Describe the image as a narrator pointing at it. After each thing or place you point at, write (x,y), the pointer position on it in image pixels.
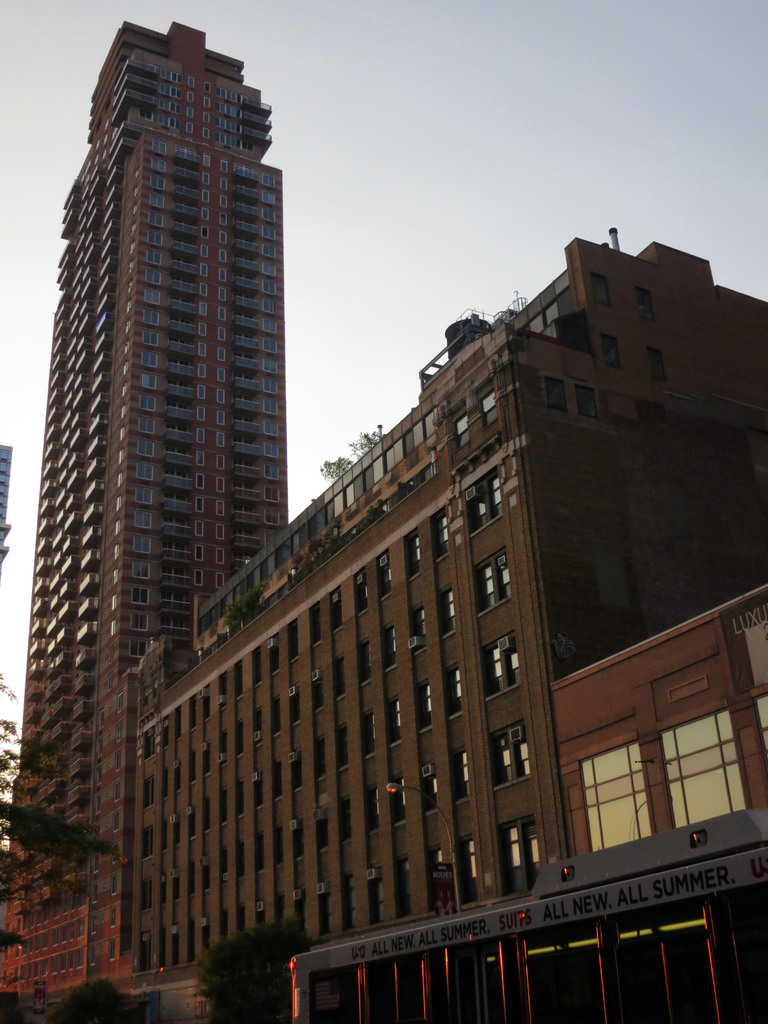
In this picture there are few buildings (406,714) in the right corner (517,461) and there are few trees (51,864) in the left corner (27,746).
